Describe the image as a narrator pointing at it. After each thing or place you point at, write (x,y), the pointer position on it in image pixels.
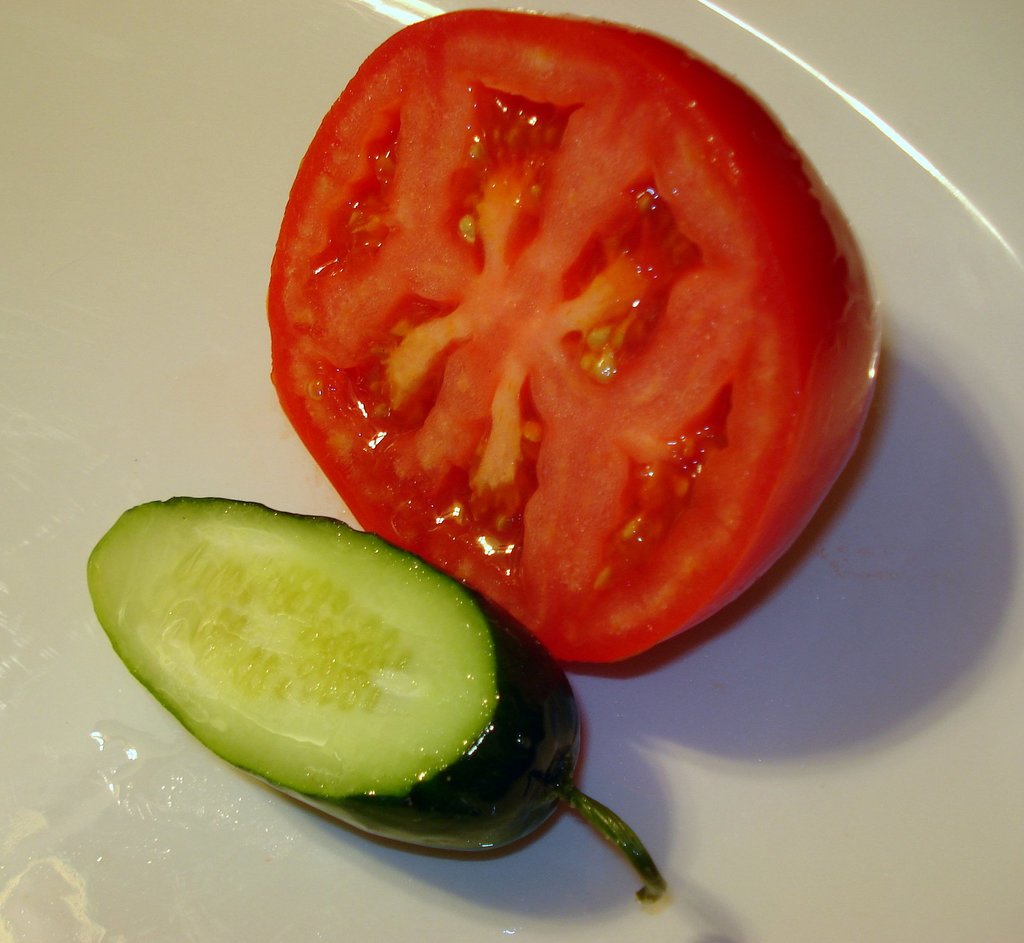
In this image we can see two types of vegetables (358,673) on the plate (258,497).
